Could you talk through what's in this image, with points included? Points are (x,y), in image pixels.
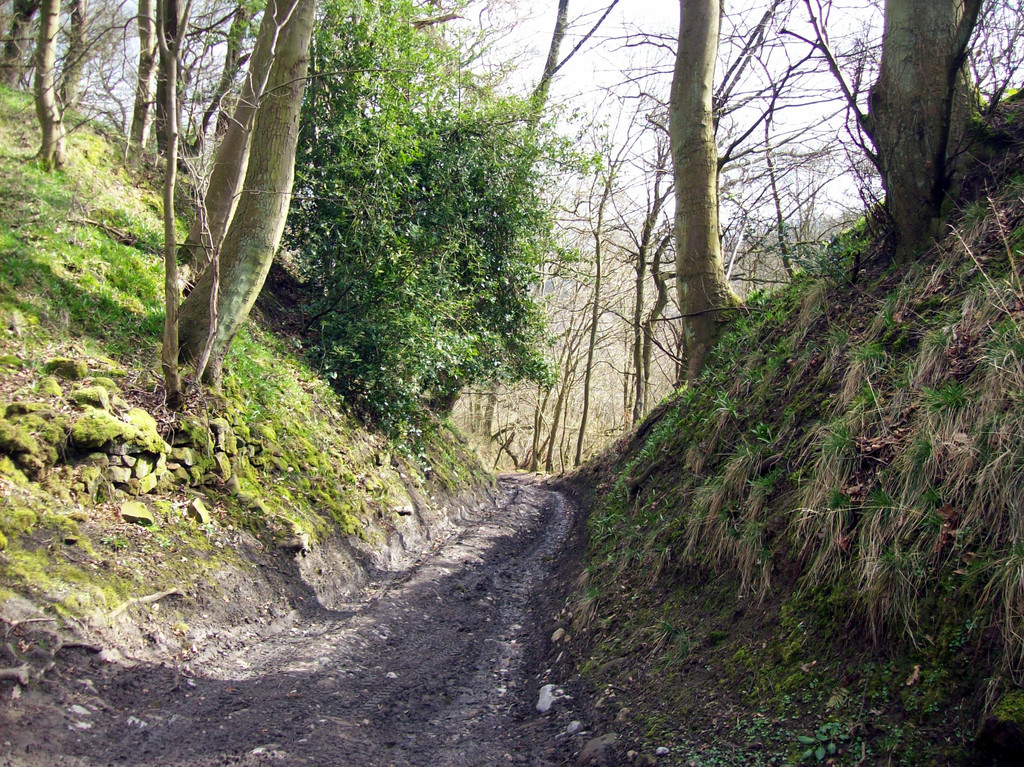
In this image we can see a pathway (449,637). On the left side (223,253) we can see some plants (331,324), bark (246,275) of the trees (243,289), stones (203,457) and grass (126,354). On the right side (773,415) we can see some dried grass (814,507) and the sky (767,220).
